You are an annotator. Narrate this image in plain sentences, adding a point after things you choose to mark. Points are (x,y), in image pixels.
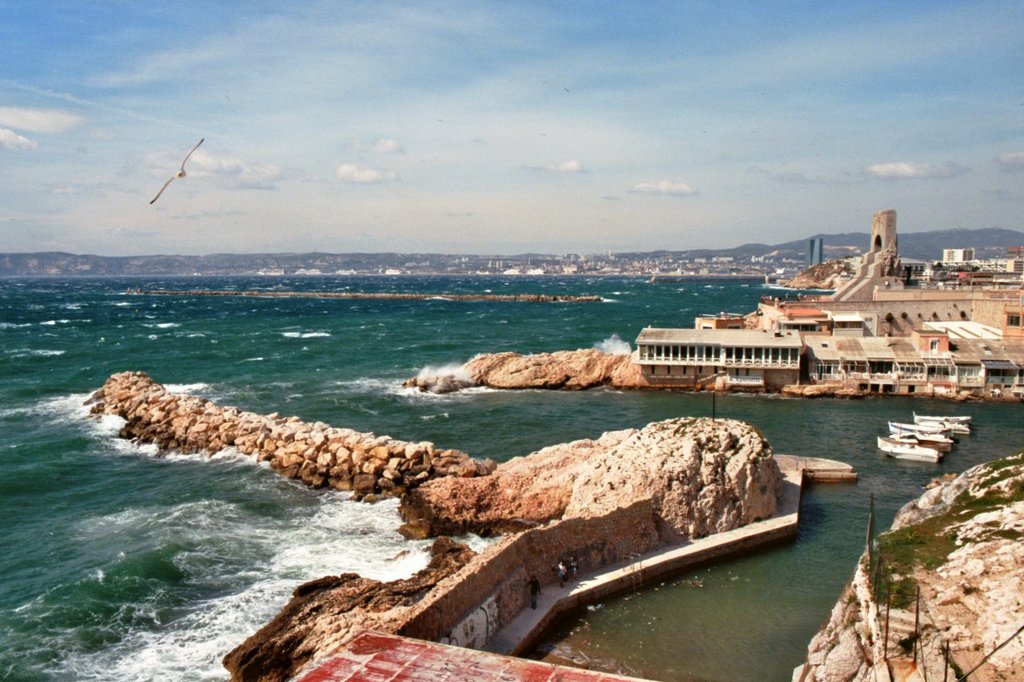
In this image, we can see stones (490,460), rocks (672,463), boats (919,443) and buildings (881,368). At the bottom (213,561), there is water (242,553) and at the top (151,158), we can see a bird (184,170) and clouds (583,166) in the sky (600,125).
